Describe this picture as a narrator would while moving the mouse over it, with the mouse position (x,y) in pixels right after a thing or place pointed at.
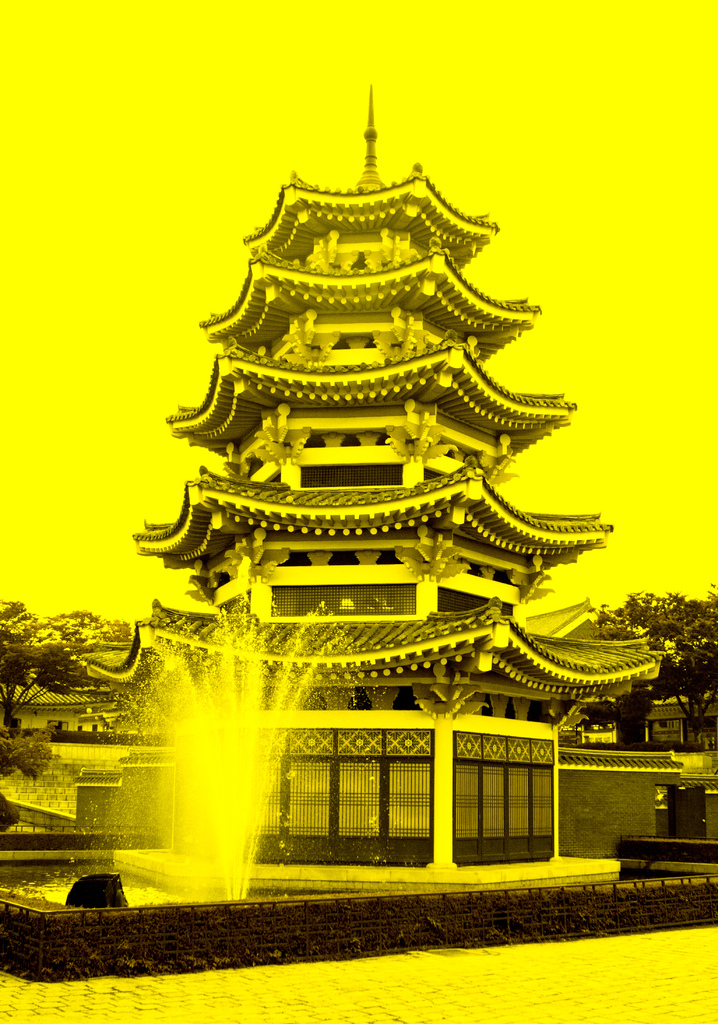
It is an edited picture. In this picture, we can see an architecture (412,652), water fountain (216,844) and walkway (511,1000). Background we can see houses (715,707), trees (8,704) and sky (146,264).
